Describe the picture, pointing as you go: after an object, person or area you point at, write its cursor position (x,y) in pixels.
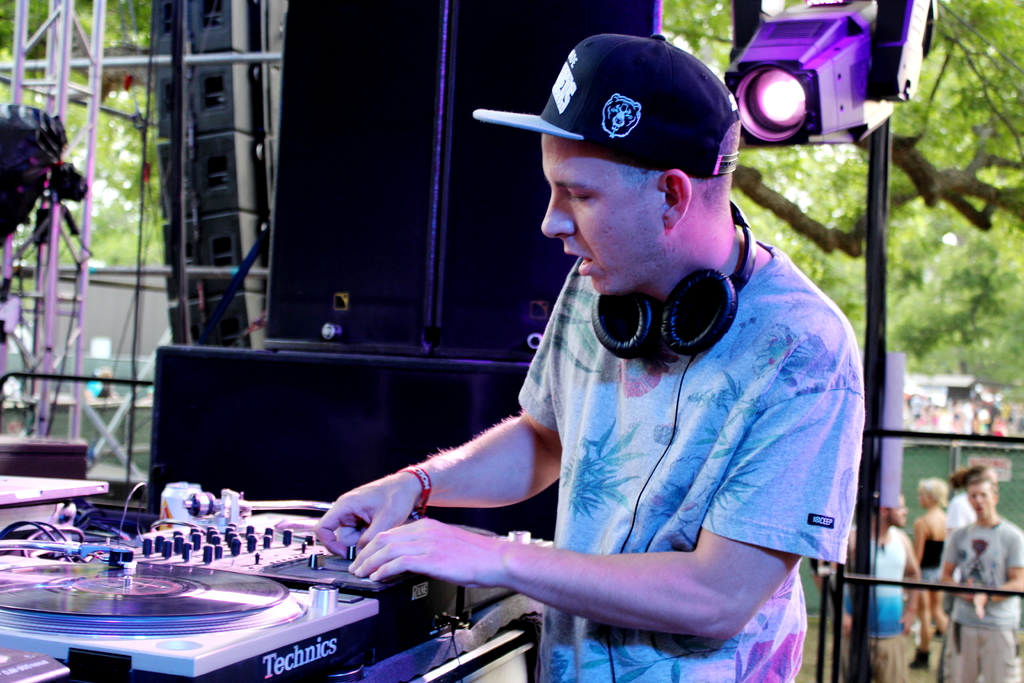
In this image there is a person (628,510) standing in the center (662,376). In front of the person (614,565) there are musical instruments (290,517) and there is some text (314,656) written on the instrument (307,654). In the background (880,119) there is a light (861,125) and there are trees (897,246) and there are persons (956,523).
